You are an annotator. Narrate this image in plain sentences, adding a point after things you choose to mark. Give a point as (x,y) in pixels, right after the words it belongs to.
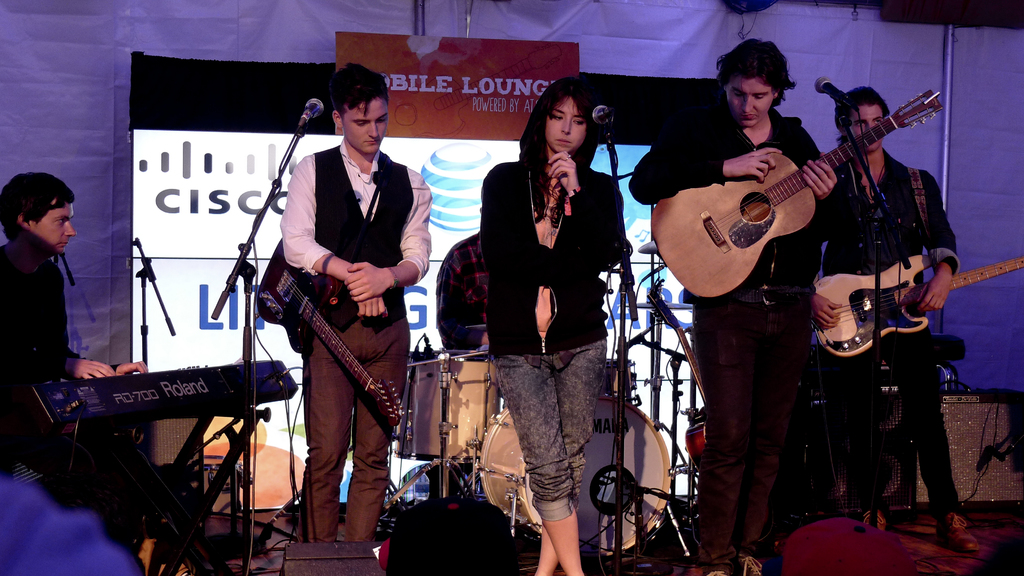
There are four people (828,227) standing and two people (62,300) are sitting. This is a guitar (718,225). This is a microphone (310,116). This is a musical band (451,399).
